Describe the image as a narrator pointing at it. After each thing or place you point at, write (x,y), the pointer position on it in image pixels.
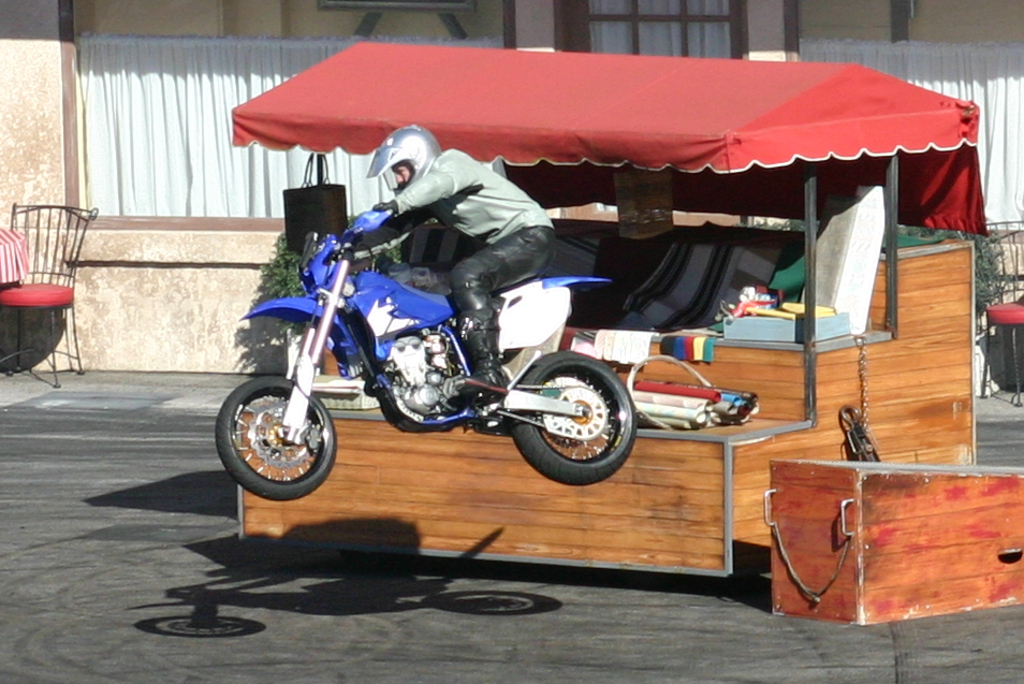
This picture is clicked outside. In the foreground (331,342) we can see a person (473,189) wearing a helmet (398,143) and seems to be riding a bike (379,226) and the person (476,200) is in the air with the bike (319,478). In the center (391,439) we can see a tent (809,398) and the wooden objects (821,406) and we can see many other objects (720,309). In the background (39,69) we can see the wall (44,56) of a building (15,119) and we can see the curtains (983,160), chairs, plants (278,271) and some other objects (2,258).
